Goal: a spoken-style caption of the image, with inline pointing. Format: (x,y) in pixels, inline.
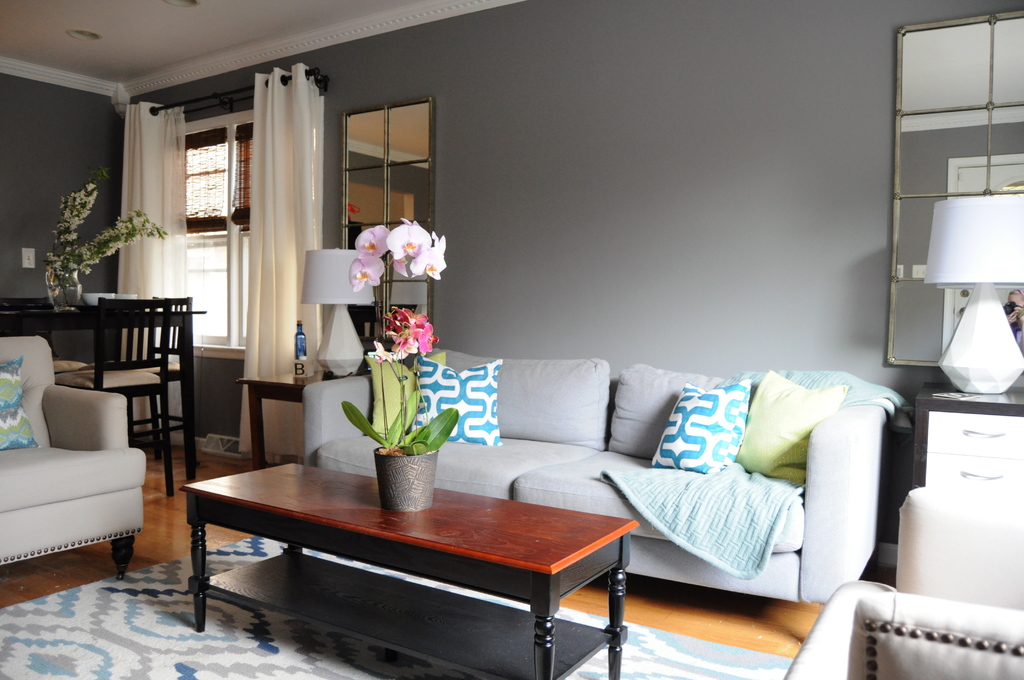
In this image I can see a couch (497,467) and the teapoy (430,522). On the teapoy (369,477) there is a flower vase (385,462). To the left (138,317) there is a dining table (28,318) and the window (223,202) with curtains (273,263).
